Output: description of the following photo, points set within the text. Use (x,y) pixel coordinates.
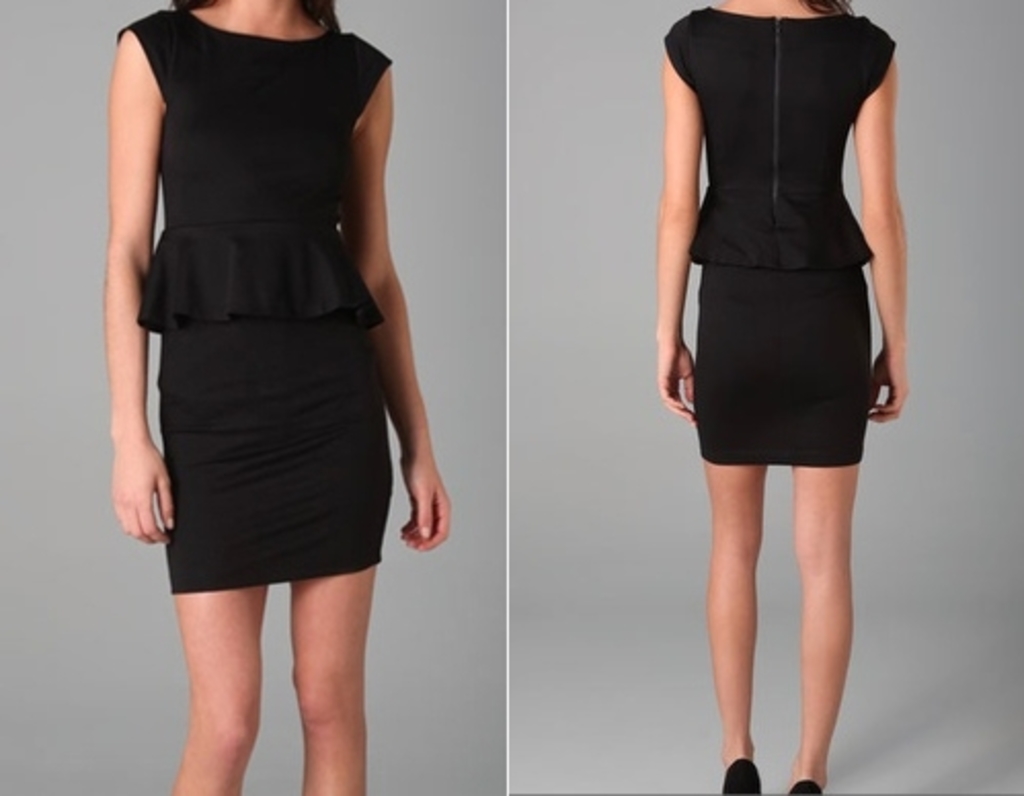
In this picture I can see a collage image. I can see a person (382,437) wearing black dress (375,427).
